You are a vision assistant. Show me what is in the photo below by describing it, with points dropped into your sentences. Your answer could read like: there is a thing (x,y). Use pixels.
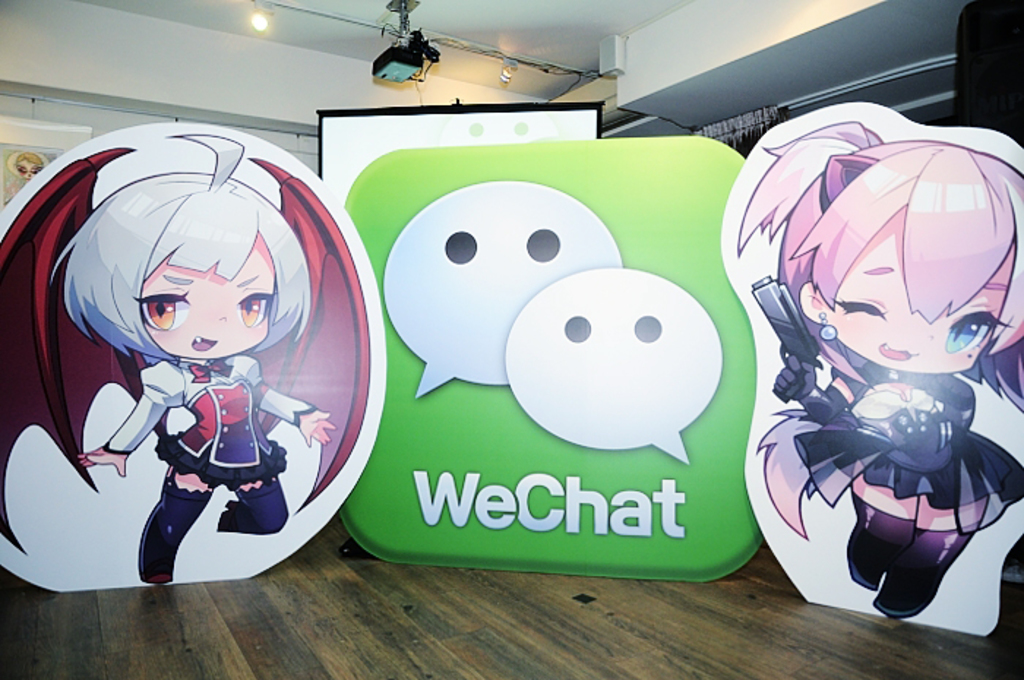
This is an edited image. In front of the picture, we see the boards (200,396) of cartoons (181,327). We see a green color thing (515,480) on which ¨We Chat¨ is written. Behind that, we see a projector screen (419,128). In the background (227,89), we see a white wall (164,92) on which photo frame (53,152) is placed. At the top of the picture (399,76), we see the light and a projector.
